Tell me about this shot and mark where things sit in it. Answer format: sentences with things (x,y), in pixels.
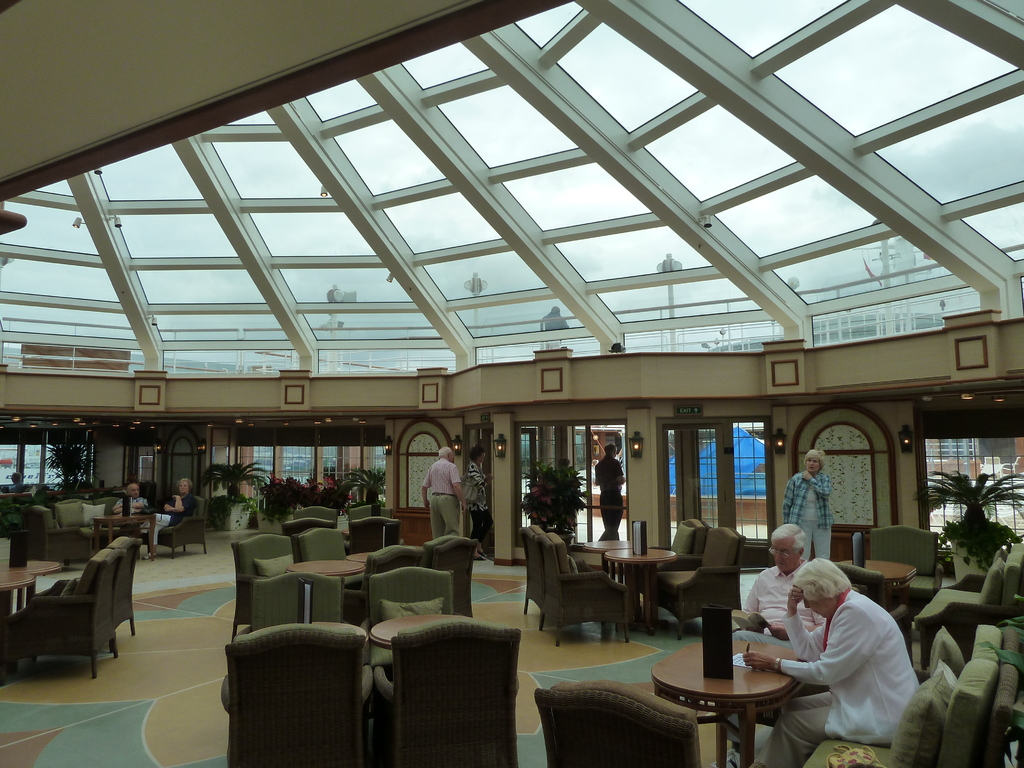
In this image, few peoples (812,489) are standing and few are sat on the chairs (53,519). We can see so many tables (14,580) and chairs (264,590). In the middle (546,494), we can found few plants (73,460). There is a cream color pillars (649,424) and walls (720,391) and windows (974,452). At the roof (480,249), there is a glass (446,223).
